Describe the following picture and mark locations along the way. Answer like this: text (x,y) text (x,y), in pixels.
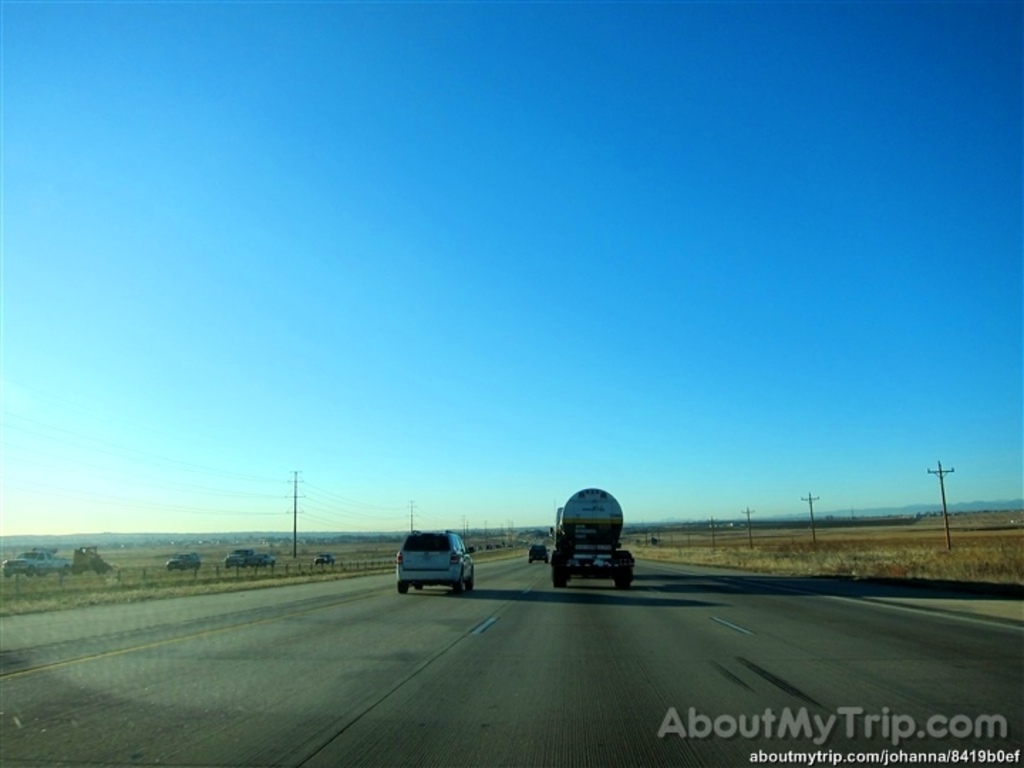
In this image there are vehicles (577,552) moving on the road (440,747), there are poles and there is grass (834,560) on the ground (701,557) and at the bottom right of the image (811,730) there is some text (825,730) which is visible.
